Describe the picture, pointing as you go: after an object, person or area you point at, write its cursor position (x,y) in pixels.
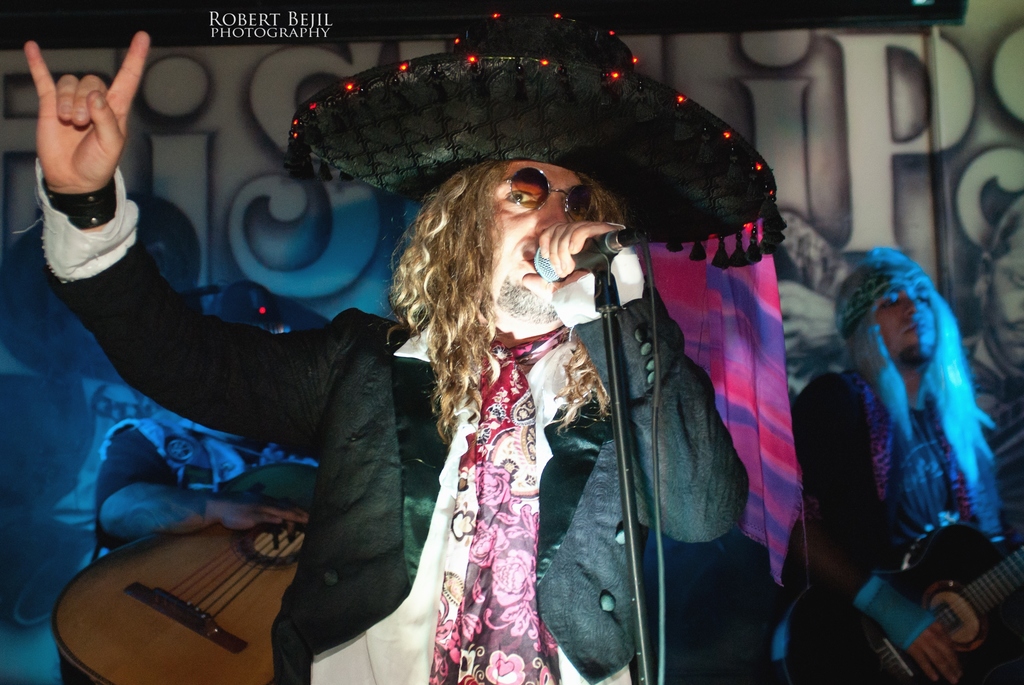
In the given image we can see a man (417,221) holding microphone (543,266) in his hands (556,256) and wearing a cap (446,92) is performing. Back of him there are other people (883,482) who are holding guitar (899,579) in their hands (932,631). This is a watermark (252,30).
